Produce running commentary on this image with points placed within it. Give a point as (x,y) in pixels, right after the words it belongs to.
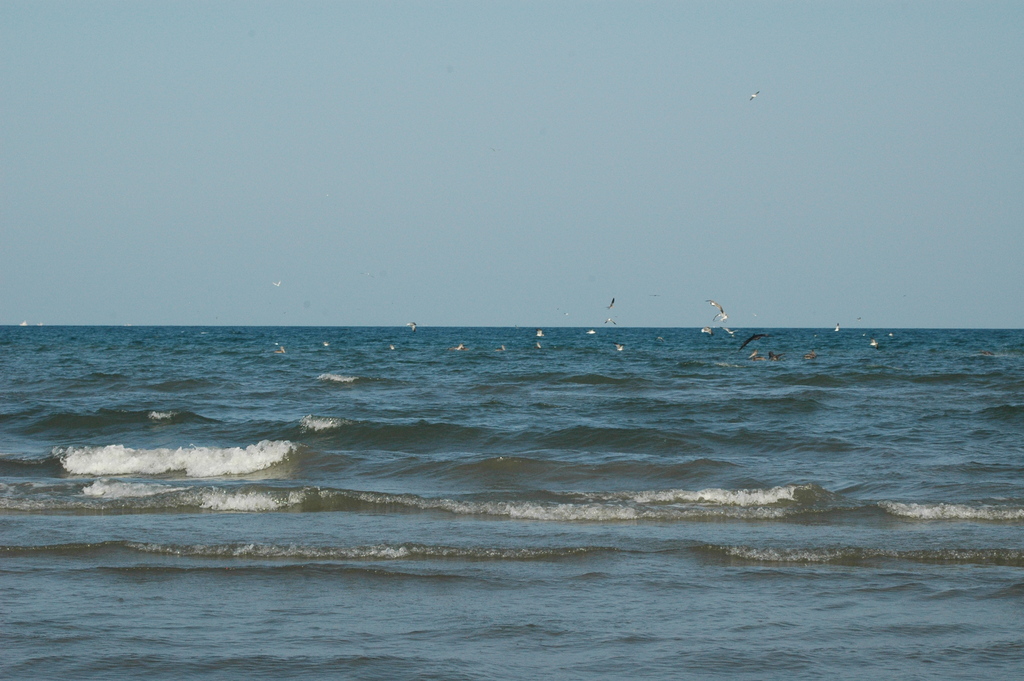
In the center of the image (443,411) there is water (449,439), birds (500,349) and sky (369,181).
